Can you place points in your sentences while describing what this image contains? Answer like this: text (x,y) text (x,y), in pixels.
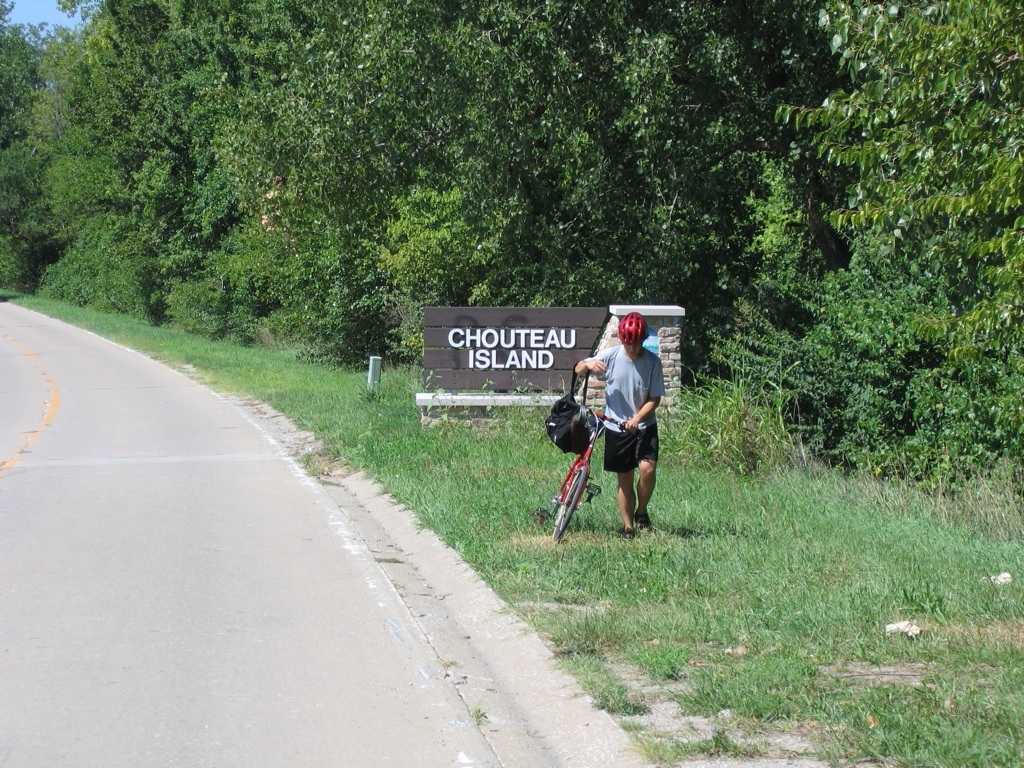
This image consists of a person (643,474) walking along with a cycle (579,448). In the background (594,409), we can see a wall (526,343) on which there is a text (483,356). On the left (117,491), there is a road (139,485). In the background (121,260), there are many trees (808,202). At the bottom (711,758), there is green grass (847,698).
